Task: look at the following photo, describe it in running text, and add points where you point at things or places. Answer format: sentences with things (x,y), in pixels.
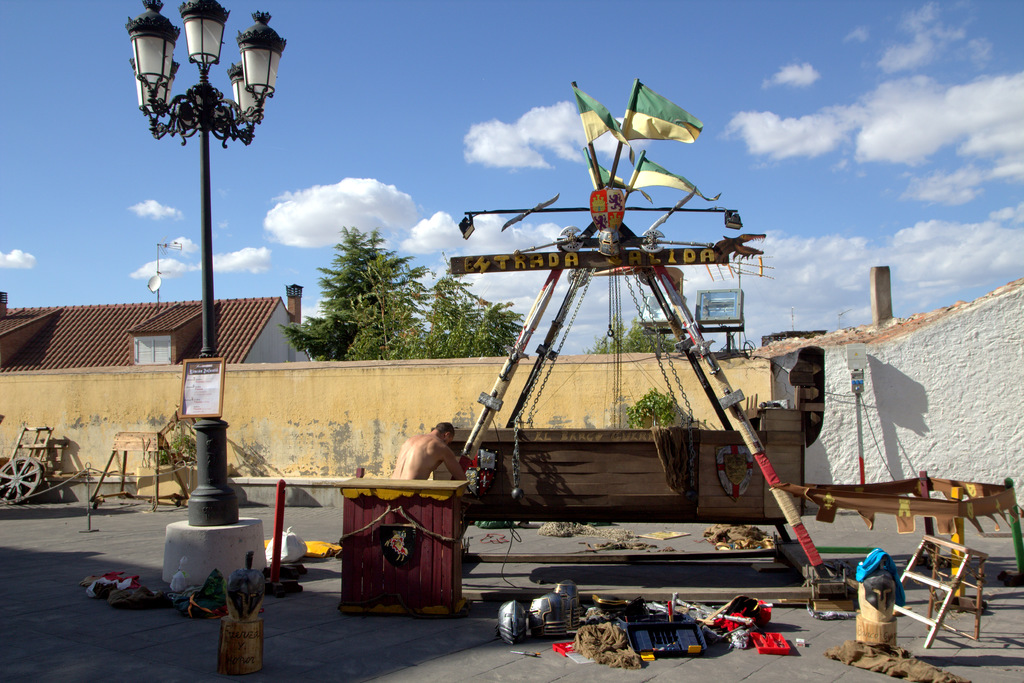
In this picture we can see a person (442,441), poles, flags (613,168), wheel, walls (344,412), house (258,353), trees (360,347) and some objects (455,508) and in the background (77,241) we can see the sky (428,152) with clouds (978,114).
